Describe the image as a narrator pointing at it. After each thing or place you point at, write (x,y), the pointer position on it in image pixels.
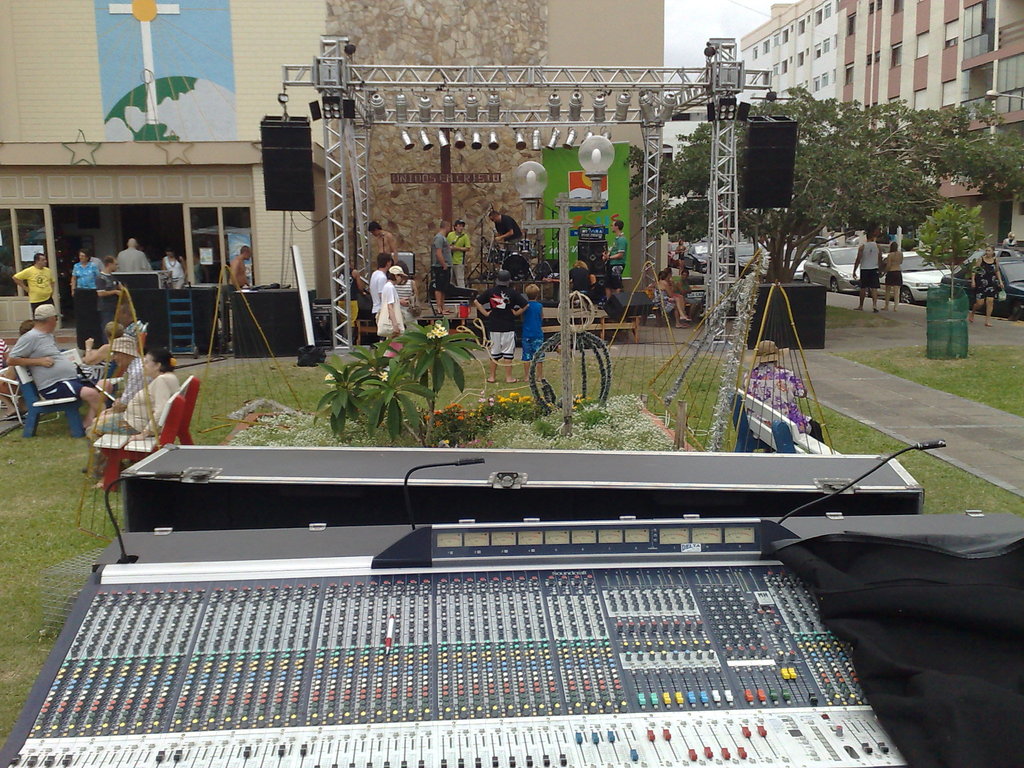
Here we can see an electronic device (443,528), microphones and a box (326,452). In the background (169,359) there are few people (45,299) standing, sitting on the chairs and walking and we can also see few people (454,278) on the stage (446,304) and musical instruments (518,245). There are lights (602,169), poles (359,189), speakers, plants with flowers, buildings (370,32), windows (975,27), glass doors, posters (109,93), vehicles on the right side (843,255) on the road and sky (701,38).
